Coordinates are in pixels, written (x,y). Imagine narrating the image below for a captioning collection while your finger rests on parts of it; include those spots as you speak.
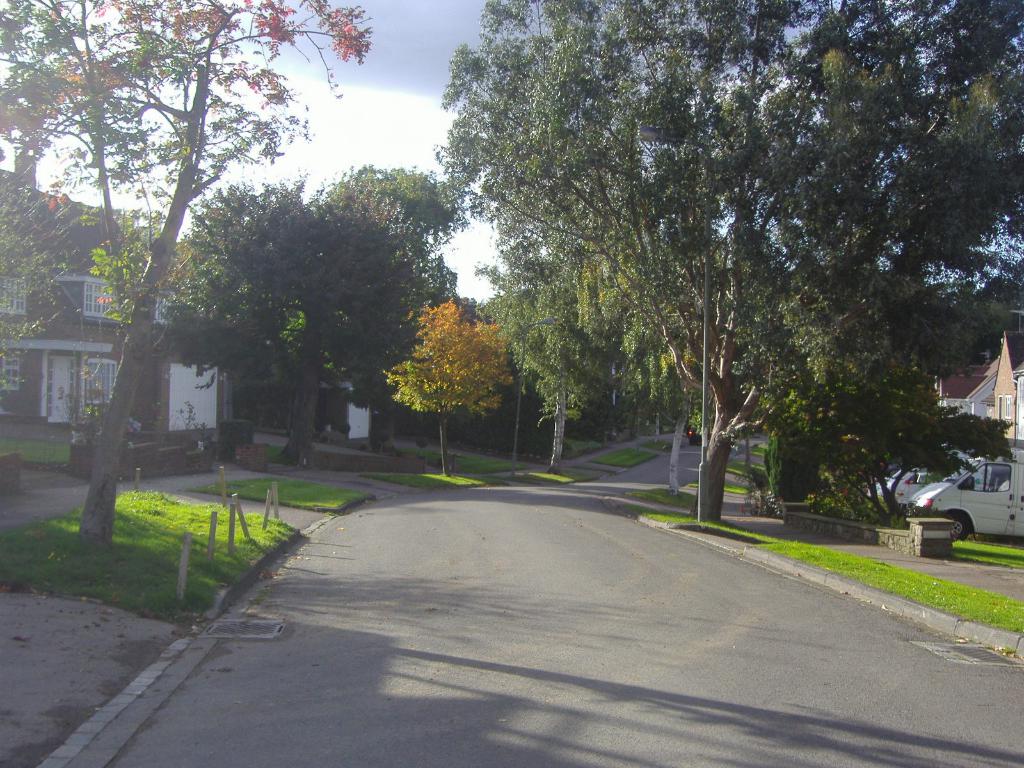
In this image, we can see the road (521,577), on the right side (974,500), we can see the car (988,523), on the left side (35,355), we can see homes (35,355), there are some trees (781,418), at the top (380,111) there is a sky (378,76).
